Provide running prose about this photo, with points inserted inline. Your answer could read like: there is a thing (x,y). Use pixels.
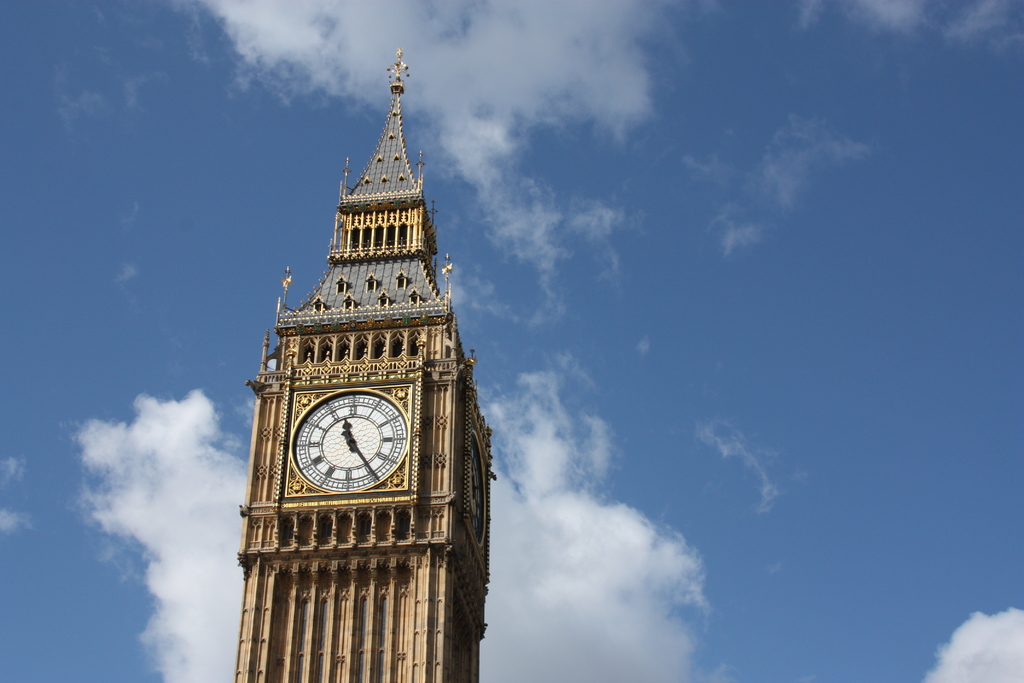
In this image we can see a building (326,550) with a clock (375,395) on it. In the background (495,677), we can see the cloudy sky (490,414).
